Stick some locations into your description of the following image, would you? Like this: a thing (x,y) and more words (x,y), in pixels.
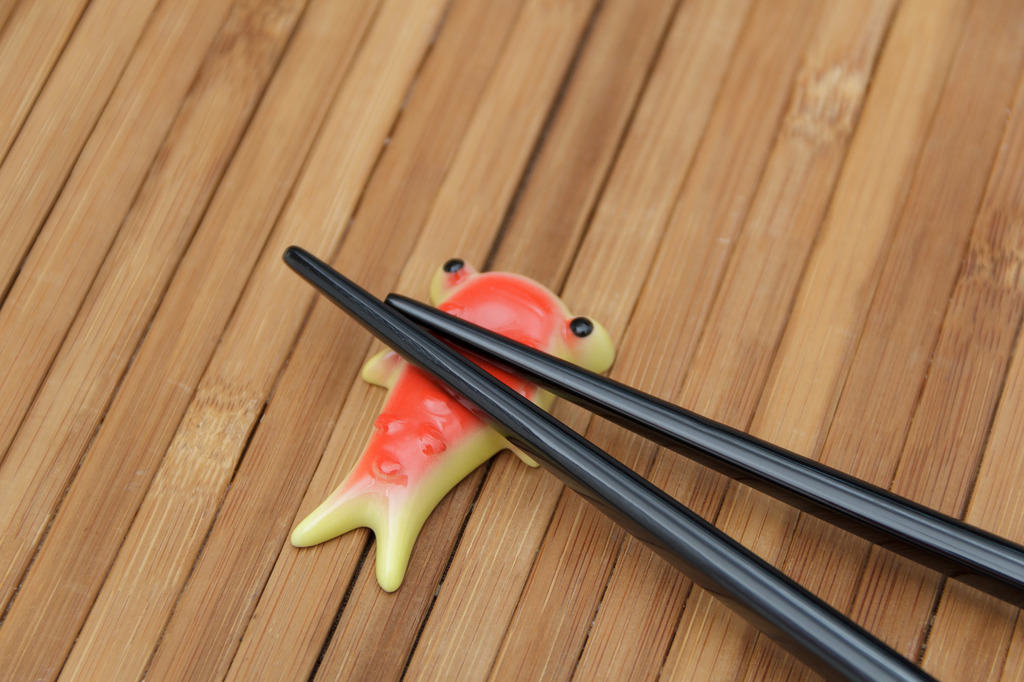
In this picture we can see two sticks (660,518) placed on some toy like thing (521,327) and this two are on wooden floor (118,208).
